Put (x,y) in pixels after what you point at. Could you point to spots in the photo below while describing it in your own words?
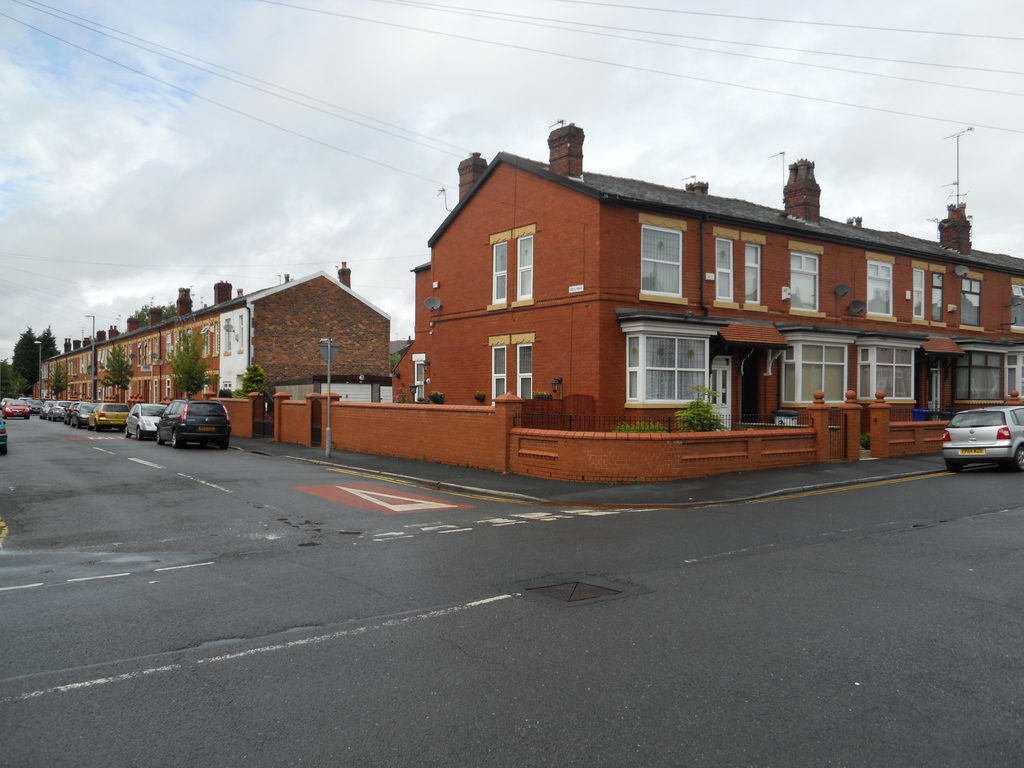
There is a road (245,595), on which, there are vehicles (951,434), there are buildings (493,295) which are having glass windows (757,276), there are electrical lines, there are trees (113,370) and clouds (112,102) in the sky (116,60).
